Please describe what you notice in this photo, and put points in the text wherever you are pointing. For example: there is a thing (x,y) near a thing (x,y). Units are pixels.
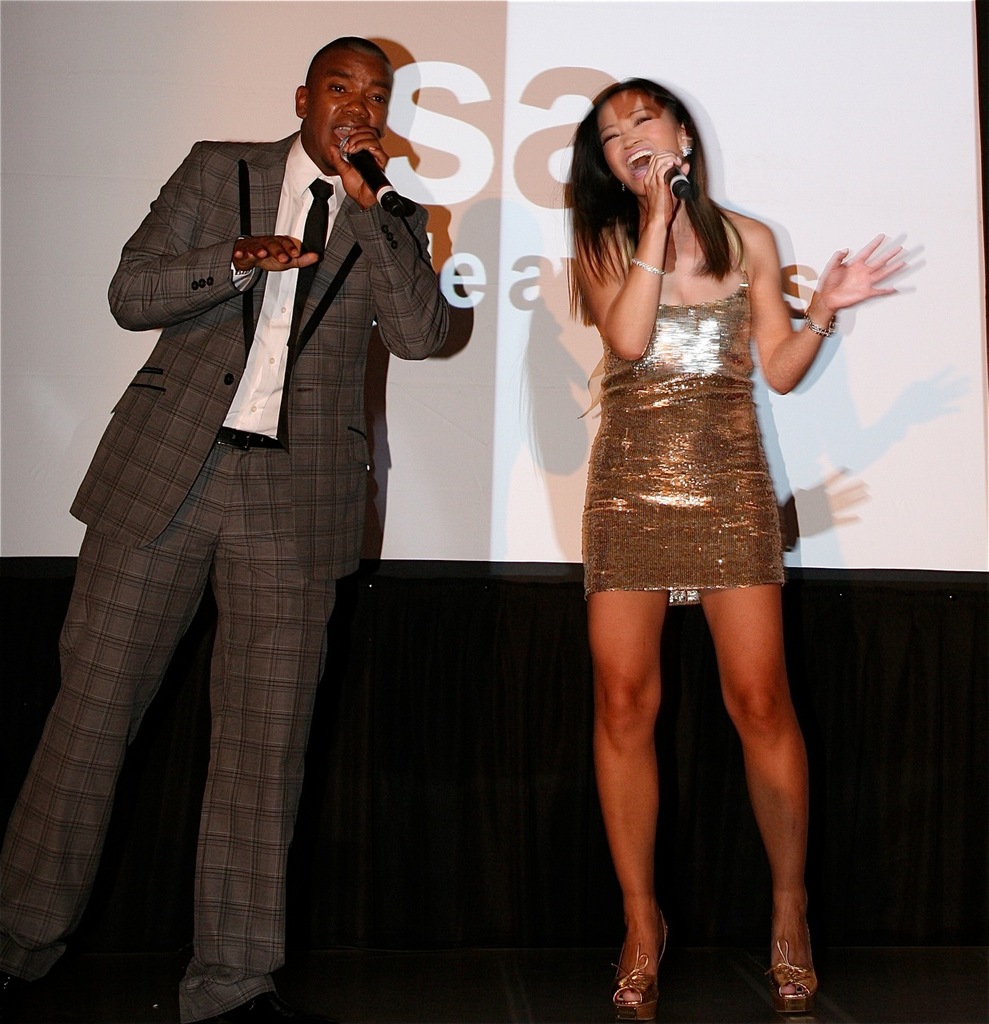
Here we can see a man (329,268) and a woman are standing on a platform (525,964) by holding mics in their hands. In the background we can see a banner (77,222).
